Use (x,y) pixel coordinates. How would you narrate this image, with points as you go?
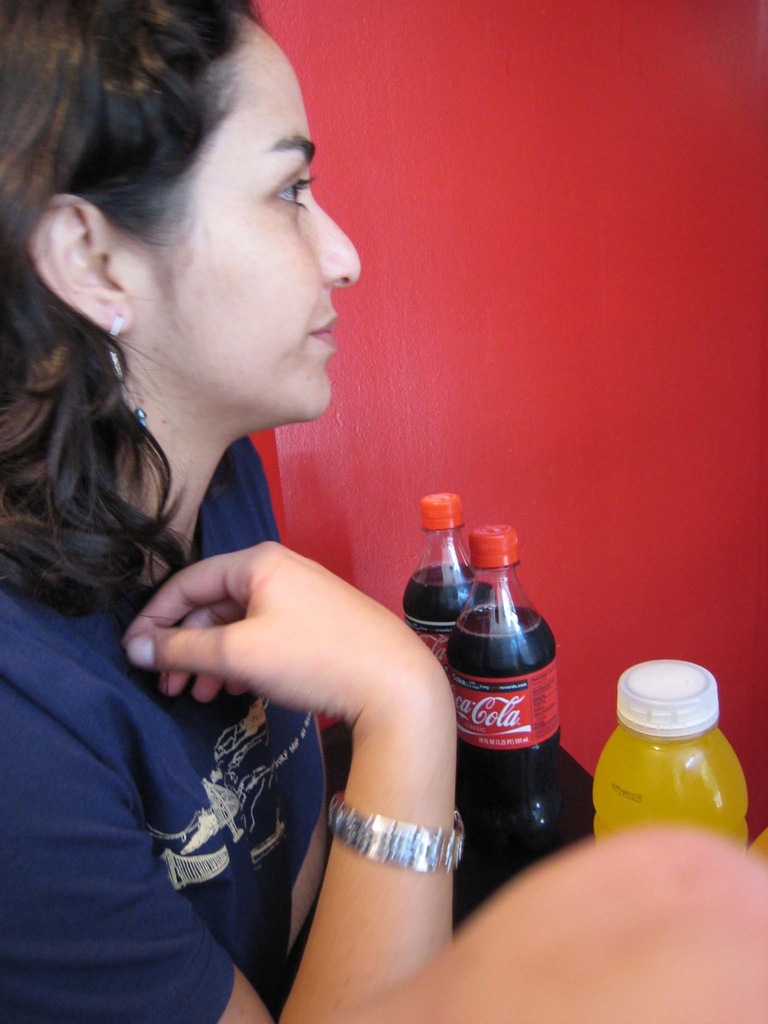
This is a picture of a woman (92,782) in blue shirt (79,778) sitting on a chair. In front of the woman (79,629) there is a table (495,854) on the table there are coca cola bottle (467,650) and other plastic bottle (633,767). On the right side of the women (204,492) there is a wall (588,764) in red color.
